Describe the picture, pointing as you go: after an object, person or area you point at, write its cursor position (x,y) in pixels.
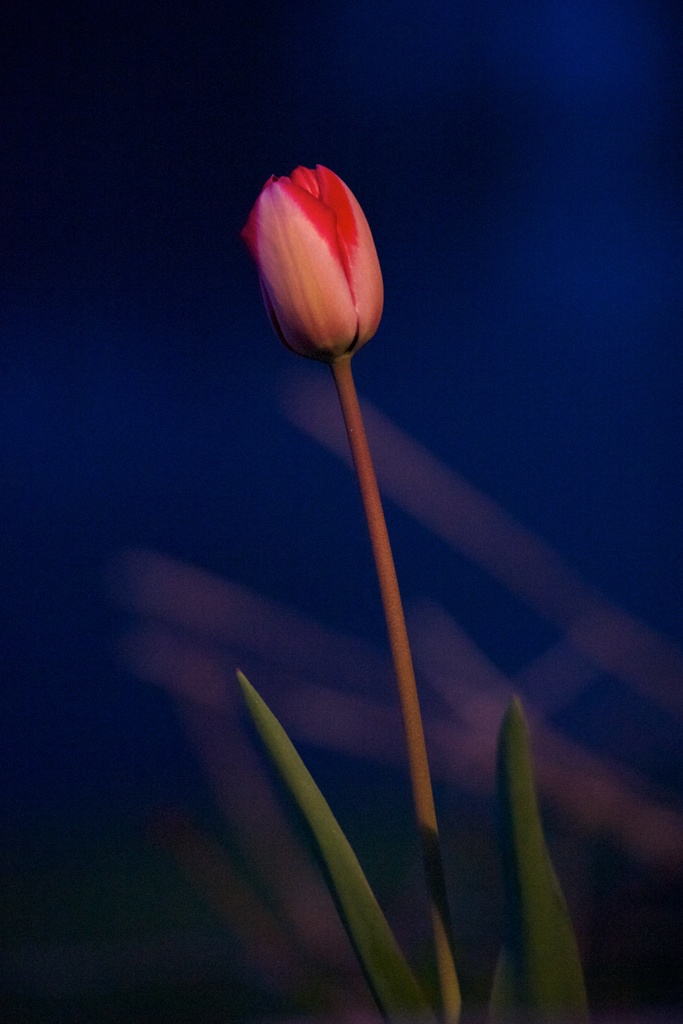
In the middle of the image (361,419), there is a plant (370,240) having a flower (364,264) and green color leaves (524,746). And the background (32,787) is blurred.
